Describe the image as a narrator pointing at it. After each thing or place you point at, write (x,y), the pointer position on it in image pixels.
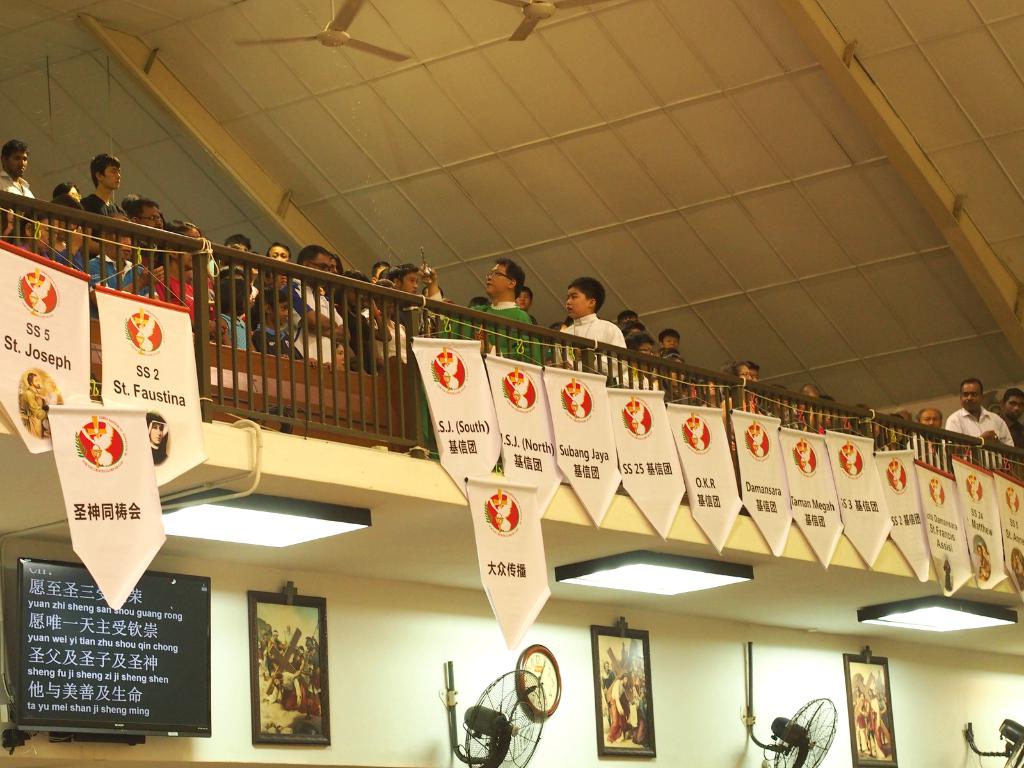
This picture is an inside view of a building (337,466). In this picture we can see a group of people (390,331) are standing and also we can see the railing (415,296), boards (554,419). At the bottom of the image (399,679) we can see the wall (406,694), photo frames (323,687), screen (66,637), clock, fans (806,741). At the top of the image (480,117) we can see the roof (407,105), fans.
